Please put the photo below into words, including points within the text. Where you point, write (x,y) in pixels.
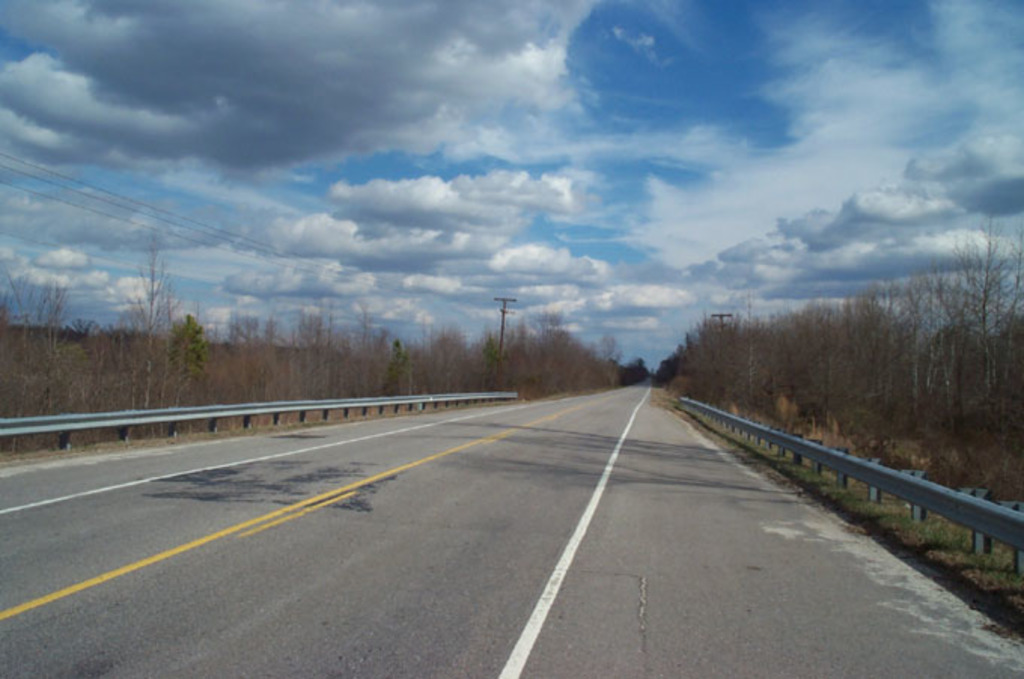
There is a road (518,491) at the bottom of this image (386,521), and there are some trees (506,388) in the background (428,361). We can see two poles (503,340) in the middle of this image (502,315), and there is a cloudy sky (578,299) at the top of this image (367,148).
